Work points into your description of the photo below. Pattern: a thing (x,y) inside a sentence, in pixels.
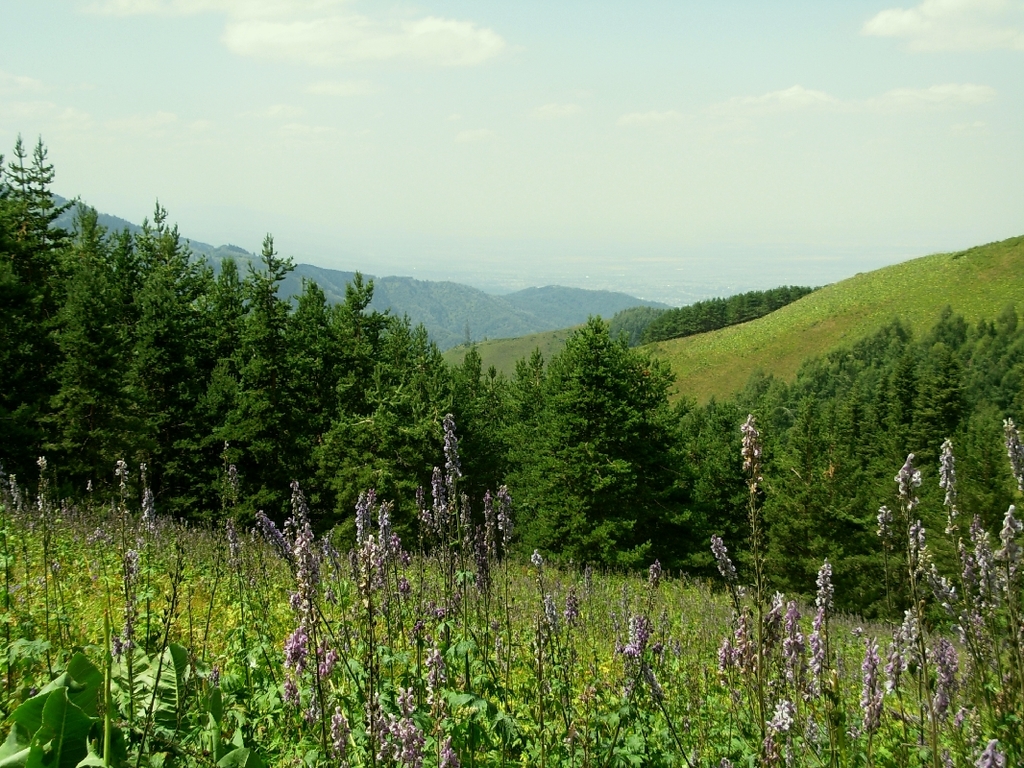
These are the trees (364,399) with branches (819,406) and leaves (866,483). I can see the hills (990,299). I think these are the plants (141,624) with the flowers (142,504). I can see the clouds (477,31) in the sky (683,129).
